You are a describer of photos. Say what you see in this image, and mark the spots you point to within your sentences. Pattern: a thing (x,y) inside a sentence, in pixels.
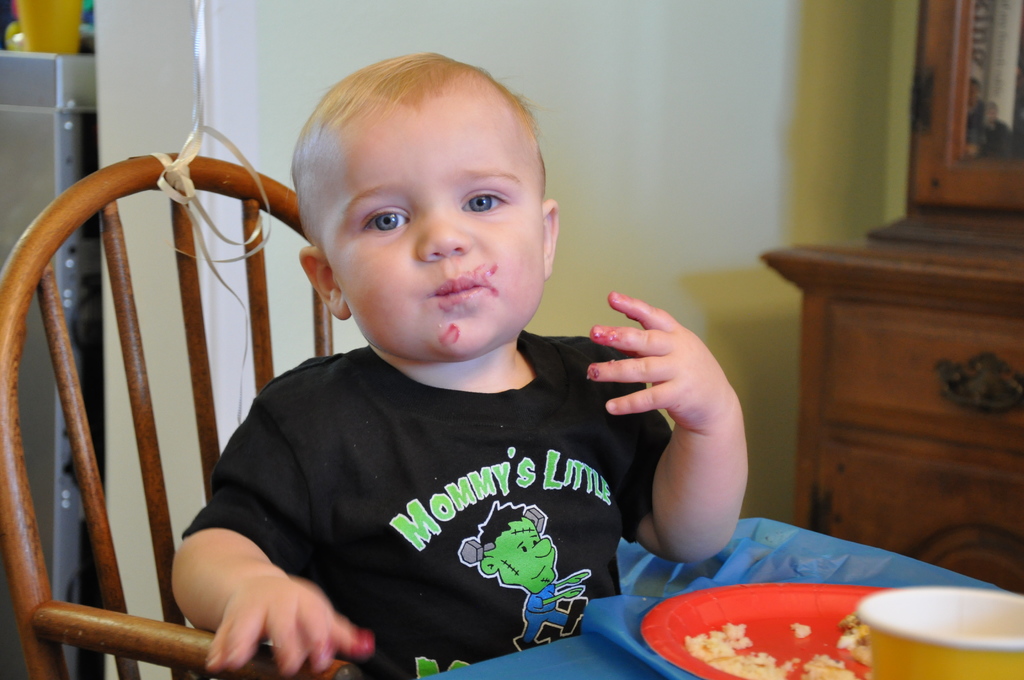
In this image, we can see a kid (459,656) sitting on a chair (189,225). We can see a blue colored object (800,527) with a plate (845,617) and a glass (917,619). We can see the wall (878,116) and some wood (795,281) on the right (819,403). We can also see an object (48,74) on the left (41,63).
